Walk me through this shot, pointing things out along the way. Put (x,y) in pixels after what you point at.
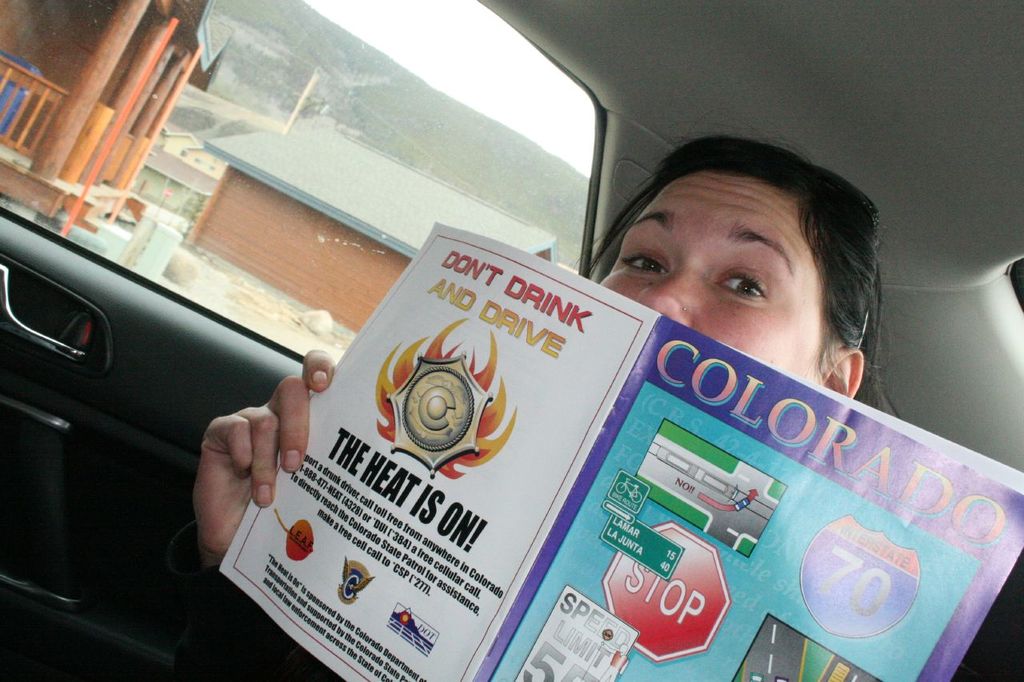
A woman (319,386) is sitting in the car (142,298) she is hiding her face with a book (548,547) and outside the window (177,214) of a car (126,294) there are some houses (161,143) on mountains (378,108).
